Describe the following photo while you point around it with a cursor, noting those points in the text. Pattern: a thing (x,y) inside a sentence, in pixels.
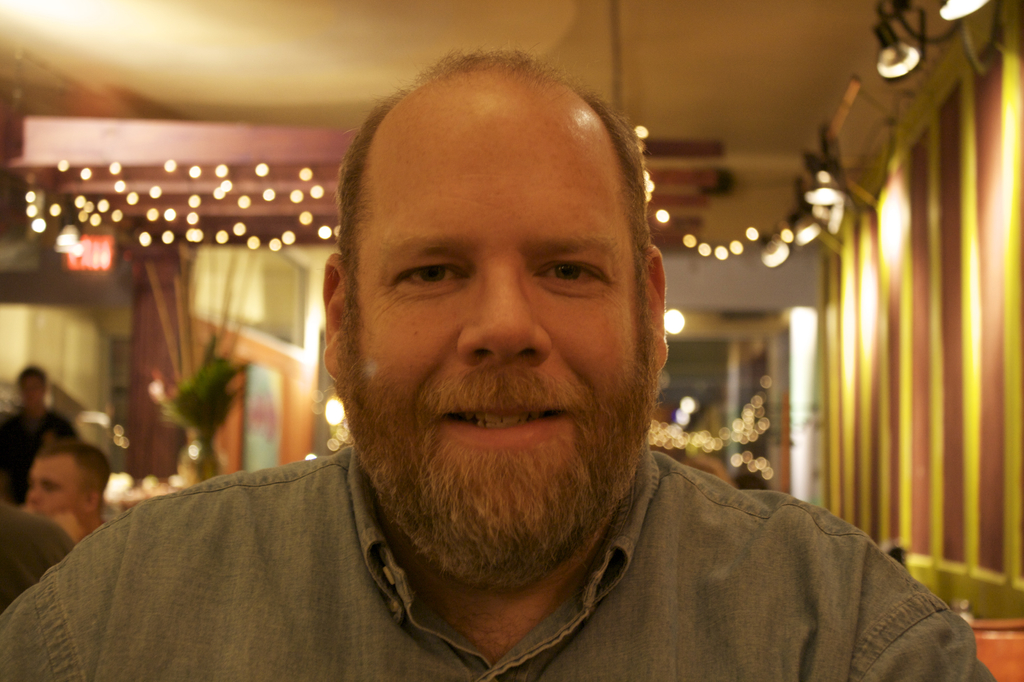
In this image, we can see person (491,536) wearing clothes (203,578). There are some lights (133,199) in the middle of the image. There is a ceiling (528,38) at the top of the image (582,29). In the background (863,158), image is blurred.
